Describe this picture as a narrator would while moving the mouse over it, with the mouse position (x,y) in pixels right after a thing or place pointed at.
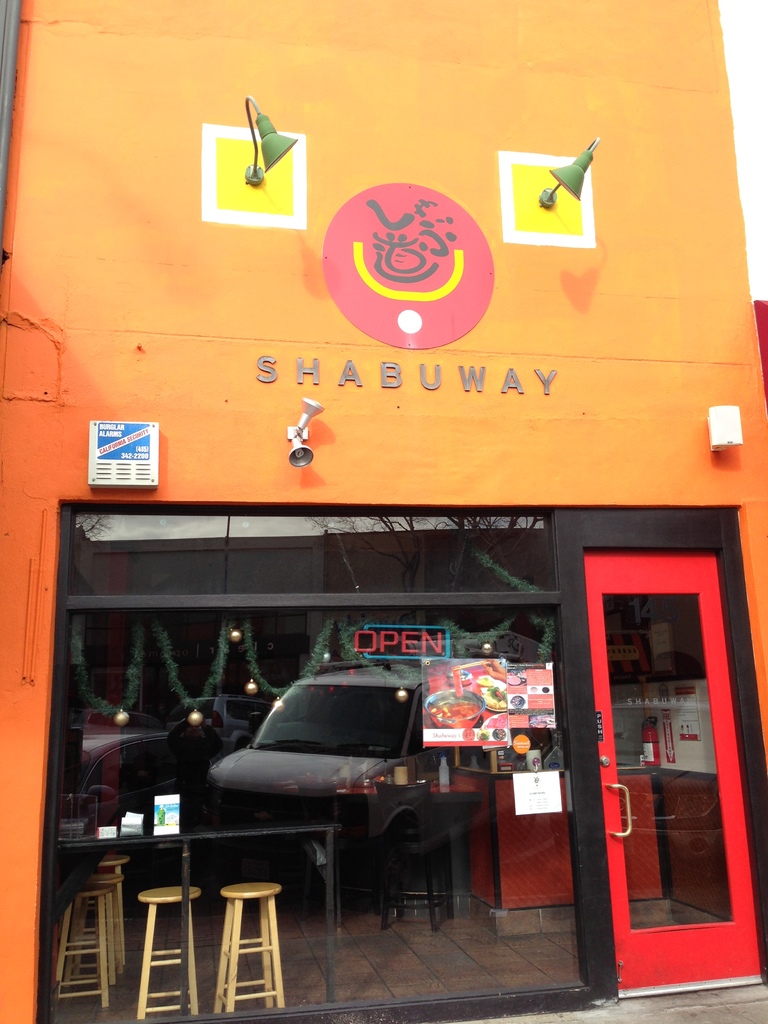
In this image in the front (377,900) there is a glass (418,849) and there is a door (652,834). Behind the glass (315,883) there are stools (174,894), there is a table (188,857) and on the table (219,838) there are papers (162,802) and in the background (464,786) there are objects (478,736) which are white and red in colour and on the glass (351,737) there is the reflection (289,767) of a car (296,743). On the top of the glass (423,544) there is some text (422,369) and there are lights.
